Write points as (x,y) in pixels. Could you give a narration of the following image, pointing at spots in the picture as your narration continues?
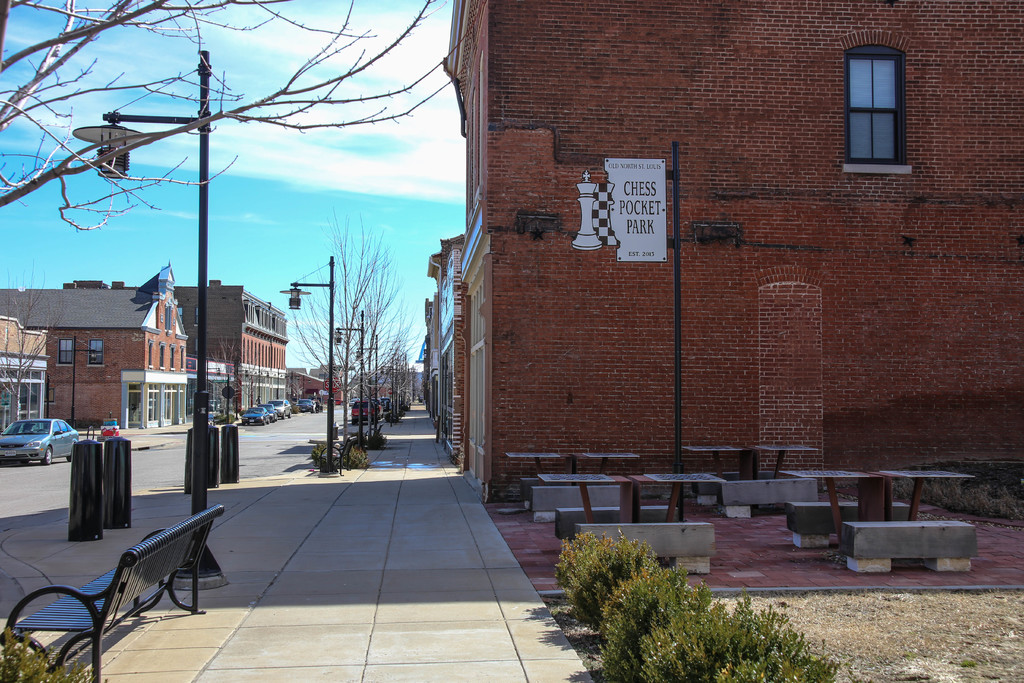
We can see plants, benches (614,521), tables (585,497), poles (207,168), lights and poster (615,194) on a wall (669,111). In the background (458,374) we can see buildings (221,344), vehicles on the road (304,436), dried trees (356,349) and sky (392,201) with clouds (423,184).
